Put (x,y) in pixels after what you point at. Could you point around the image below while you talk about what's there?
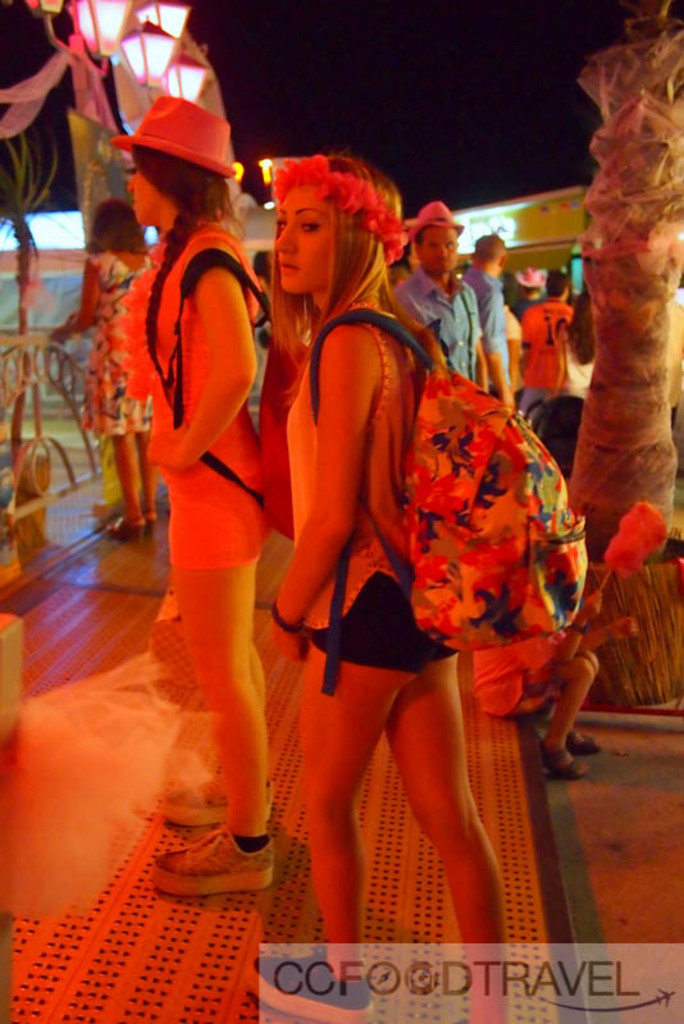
In the picture I can see a woman (459,848) wearing a top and shorts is carrying a backpack (434,552) and standing here. Here we can see a few more people (523,283) standing. On the left side of the image (4,642) we can see some objects (115,180) and light poles (42,14). On the right side of the image (643,98) we can see the tree trunk (619,432) and the background of the image is dark. Here we can see the watermark (589,964) at the bottom right side of the image (464,994).
